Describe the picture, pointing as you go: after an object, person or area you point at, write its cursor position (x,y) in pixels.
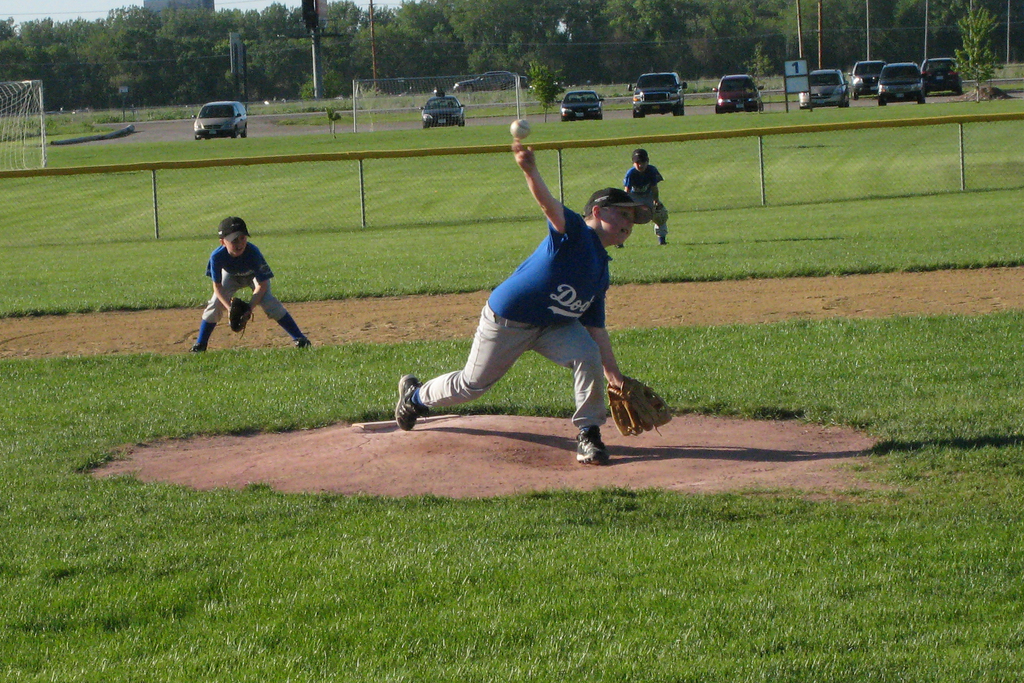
At the bottom of the image (153,657) we can see grass (47,466). In the middle of the image (616,401) three persons (528,331) are standing and he is throwing a ball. Behind them we can see fencing (652,161). Behind the fencing (560,143) we can see some vehicles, poles (1008,7), trees (1023,16) and buildings (170,5).
